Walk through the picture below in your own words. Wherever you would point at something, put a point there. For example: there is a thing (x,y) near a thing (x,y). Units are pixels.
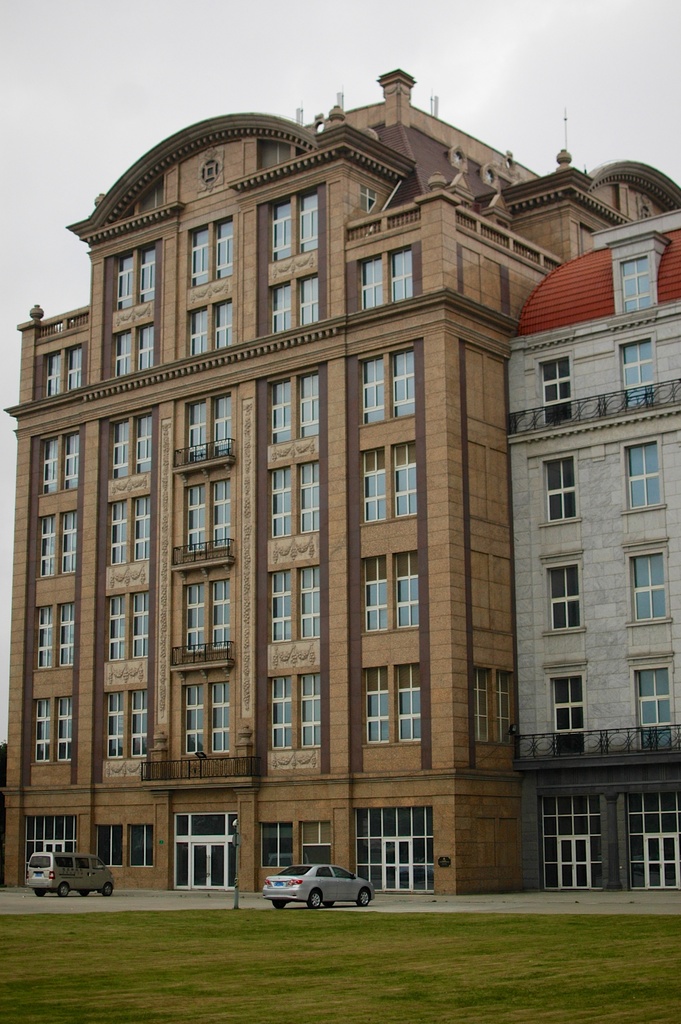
In the image there is a building (270,478) in the back (377,590) with many windows (421,863) and cars (42,867) in front of it on the road (618,902) and above its sky (134,76).
